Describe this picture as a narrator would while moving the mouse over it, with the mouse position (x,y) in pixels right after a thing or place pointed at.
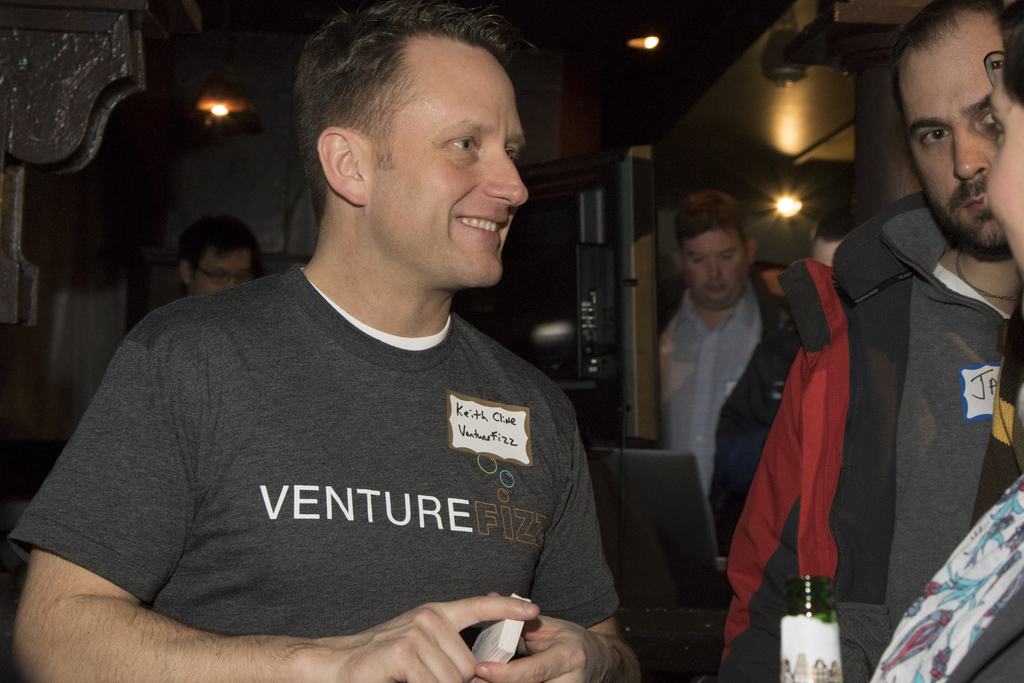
In this picture there is a man (472,556) who is wearing a black t-shirt (408,369) and holding the cards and he is smiling. On the right (1019,636) there is a woman (974,625) and a beer bottle (817,593). Beside her there is a man (829,456) who is wearing red jacket (838,399), grey t-shirt (938,411) and he is looking at her. In the back (590,372) i can see many people (732,319) were standing near to the machine (590,306). At the top (780,136) i can see some lights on the wall (596,123).
